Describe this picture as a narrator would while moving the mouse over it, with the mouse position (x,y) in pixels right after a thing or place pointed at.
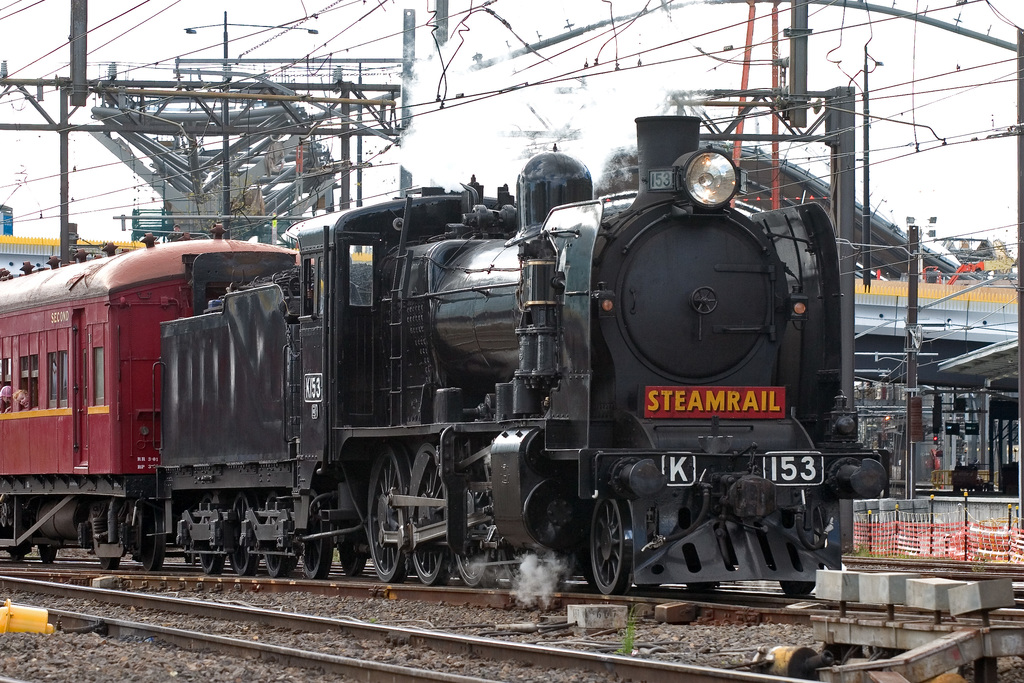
This looks like a steam engine (493,418) with a coach (136,416) attached to it, which is on the rail track (428,593). I think these are the current poles (142,115). This looks like a shed (973,360).
